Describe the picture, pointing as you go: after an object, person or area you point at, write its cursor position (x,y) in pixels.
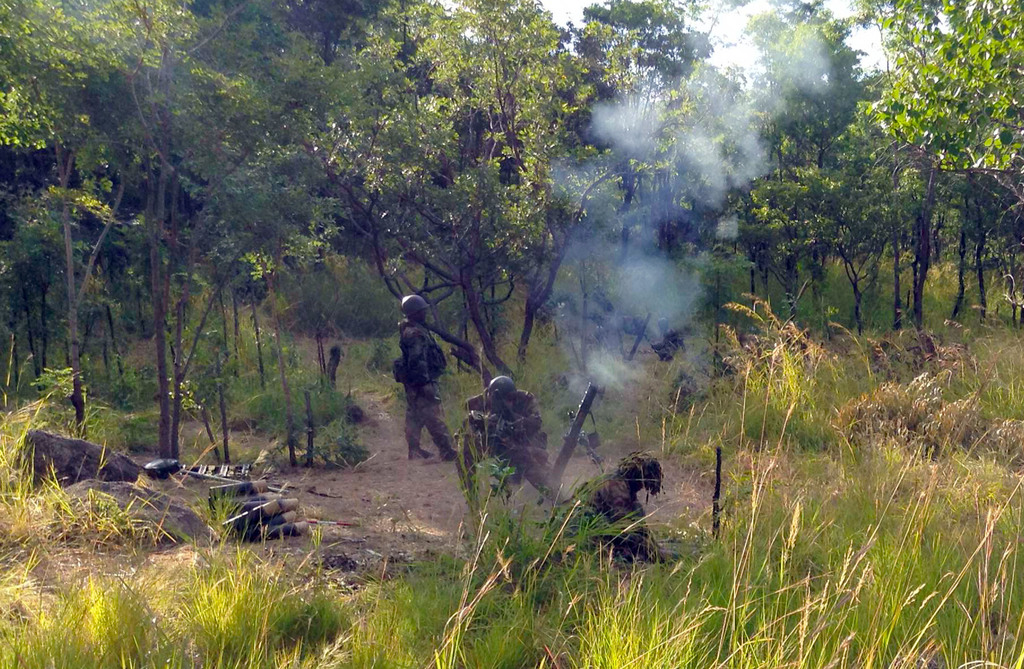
In this picture there are soldiers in the center of the image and there are trees (274,125) at the top side of the image (416,121), there is grassland (483,599) at the bottom side of the image (555,553).
